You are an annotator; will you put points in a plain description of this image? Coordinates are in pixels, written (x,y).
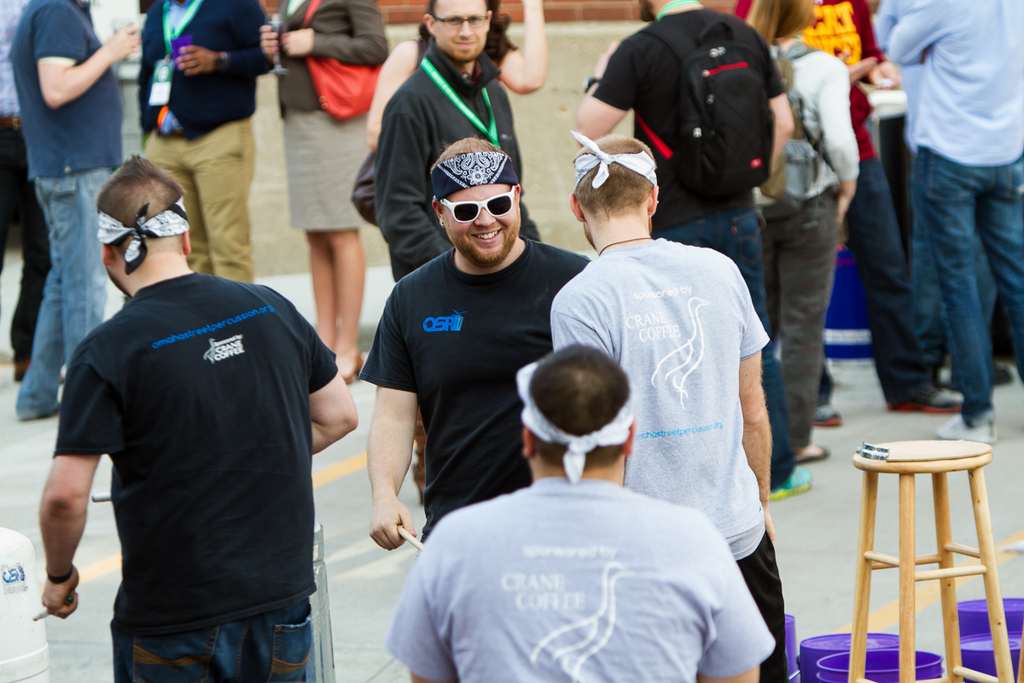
In this image I can see two persons (434,324) wearing black colored t shirts (281,369) and two persons (516,540) wearing grey colored t shirts (596,530) are standing. I can see a stool (948,512) which is cream in color and in the background (820,163) I can see number of persons (646,78) standing, few blue and purple colored objects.
